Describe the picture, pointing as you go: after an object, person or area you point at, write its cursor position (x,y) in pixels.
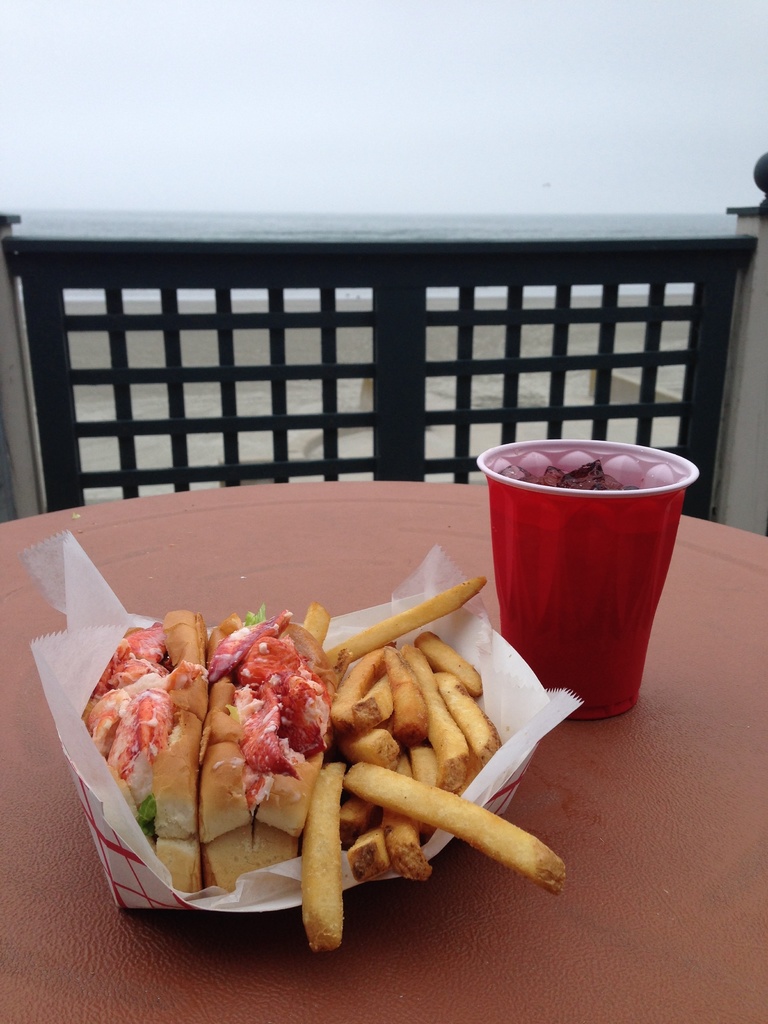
In the picture I can see some food item (351,706) and a red color cup (564,523) with a drink (545,474) in it are placed on the table (657,1011). In the background (15,392), we can see railing (54,420) and the beach (632,325), sea (420,212) and sky (290,200).
